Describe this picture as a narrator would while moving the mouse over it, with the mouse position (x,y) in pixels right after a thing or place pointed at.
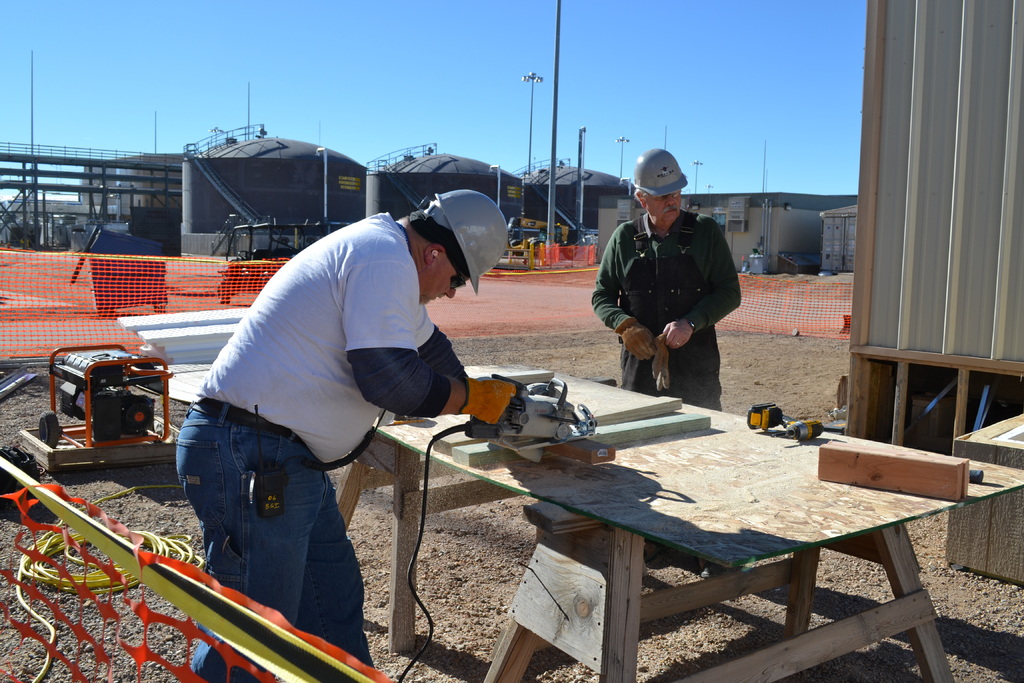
In this picture there is a man (342,441) working on a wood (624,410) with the machine (513,415), wearing helmet (457,215) and spectacles (457,276). In front of him there is another man (649,252) here. In the background (205,190) there is a factory (189,216). we can observe a fence (754,296) here. There is a sky (290,62) here.
